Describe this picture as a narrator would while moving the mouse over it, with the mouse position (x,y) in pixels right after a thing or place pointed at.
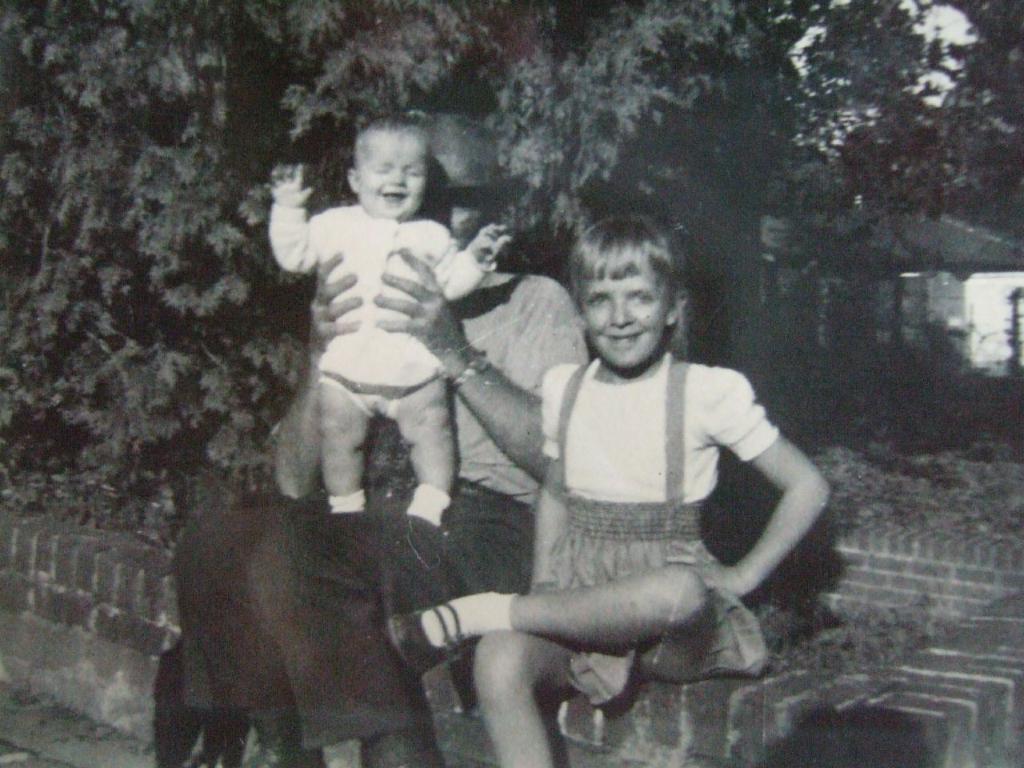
This is a black and white picture, in the image there is a man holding a baby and a girl (636,529) sitting beside him on wall (822,695), at back (113,277) there are trees (178,98).
